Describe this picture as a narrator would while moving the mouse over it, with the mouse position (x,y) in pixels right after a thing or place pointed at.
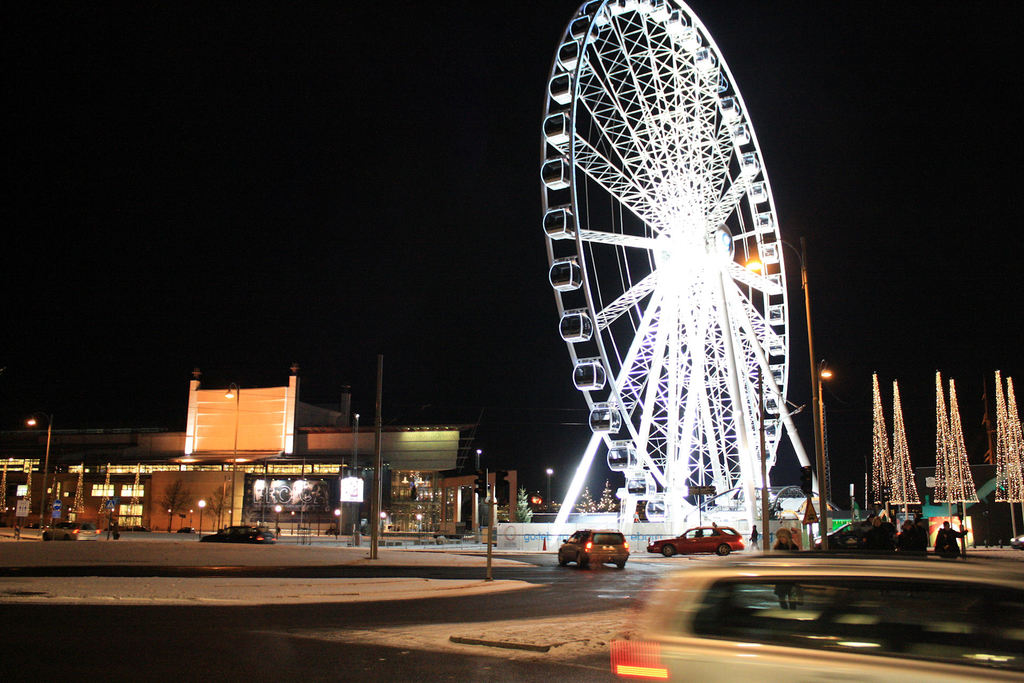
In this image few vehicles (869,614) are on the road (339,574). There are poles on the pavement (420,585). Right side (876,493) there are decorative lights (880,466). Middle of the image (657,431) there is a giant wheel (605,432). Left side (176,463) there are buildings (35,455). Before it there are street lights (199,509). Top of the image (447,156) there is sky (854,71). Few people (783,549) are on the pavement (959,558).
